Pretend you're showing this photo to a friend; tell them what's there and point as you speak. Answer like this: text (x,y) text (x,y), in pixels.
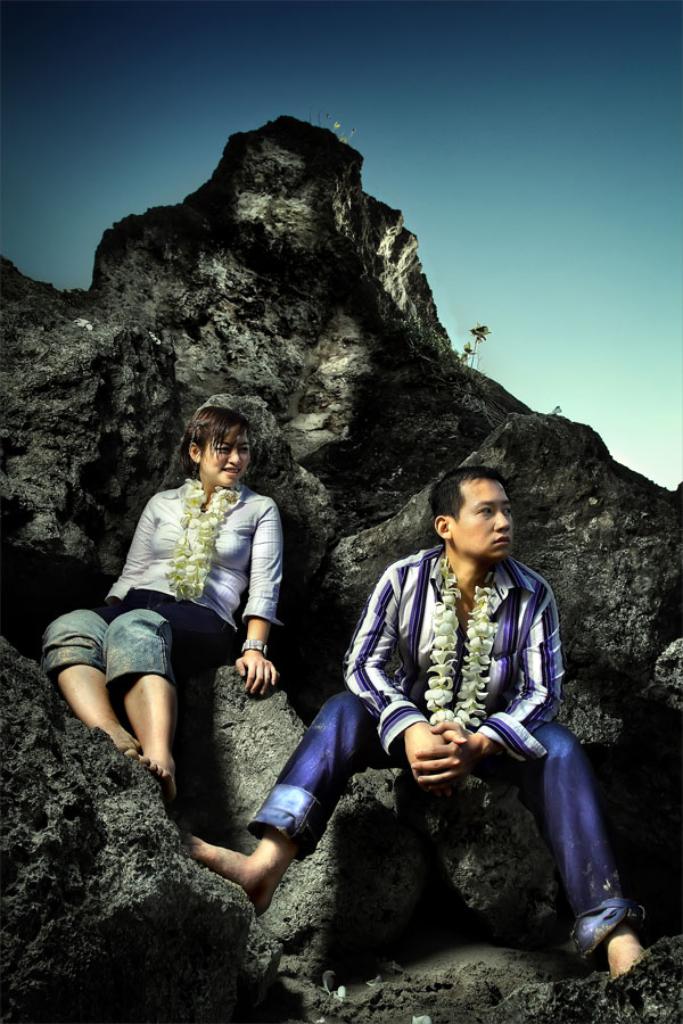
In the picture I can see two people (130,628) are sitting on the rock (514,832) and they are wearing garland (445,616).
